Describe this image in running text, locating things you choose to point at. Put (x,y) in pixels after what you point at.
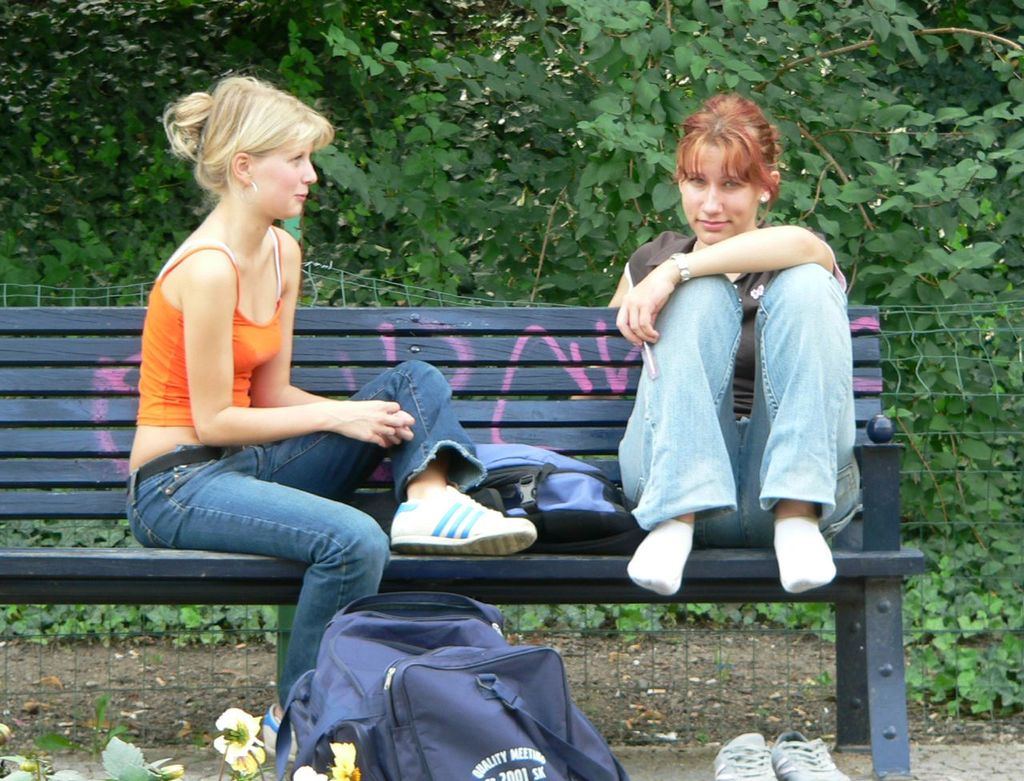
In this image, There is a bench (884,514) of blue color on that bench (476,379) there are two people (209,348) sitting and there is a bag (442,752) of blue color in the middle (623,517), In the background (995,555) there are some plants (597,61) of green color.
